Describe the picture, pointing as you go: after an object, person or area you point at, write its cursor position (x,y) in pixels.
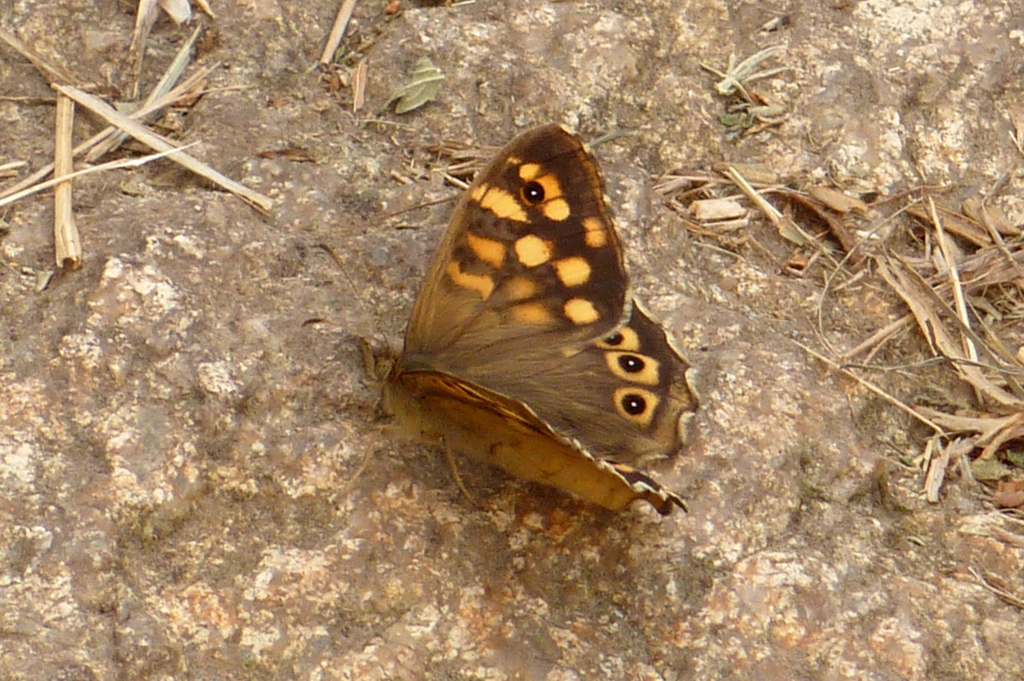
In the center of the image (425,318), we can see a butterfly (419,354) on the rock (759,541) and in the background (826,204), we can see some twigs (141,137).
